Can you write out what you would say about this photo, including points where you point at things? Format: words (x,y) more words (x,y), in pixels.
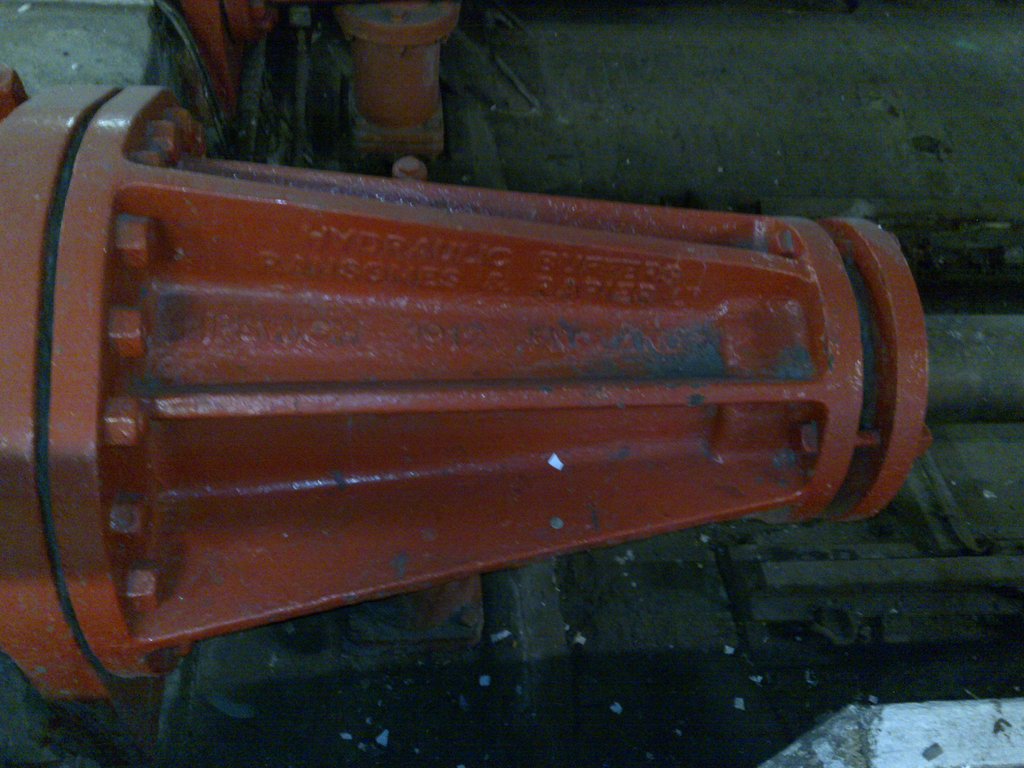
In this image, this looks like a pipeline (645,397), which is attached to the poles (1001,369). This pipeline (519,389) is red in color.
